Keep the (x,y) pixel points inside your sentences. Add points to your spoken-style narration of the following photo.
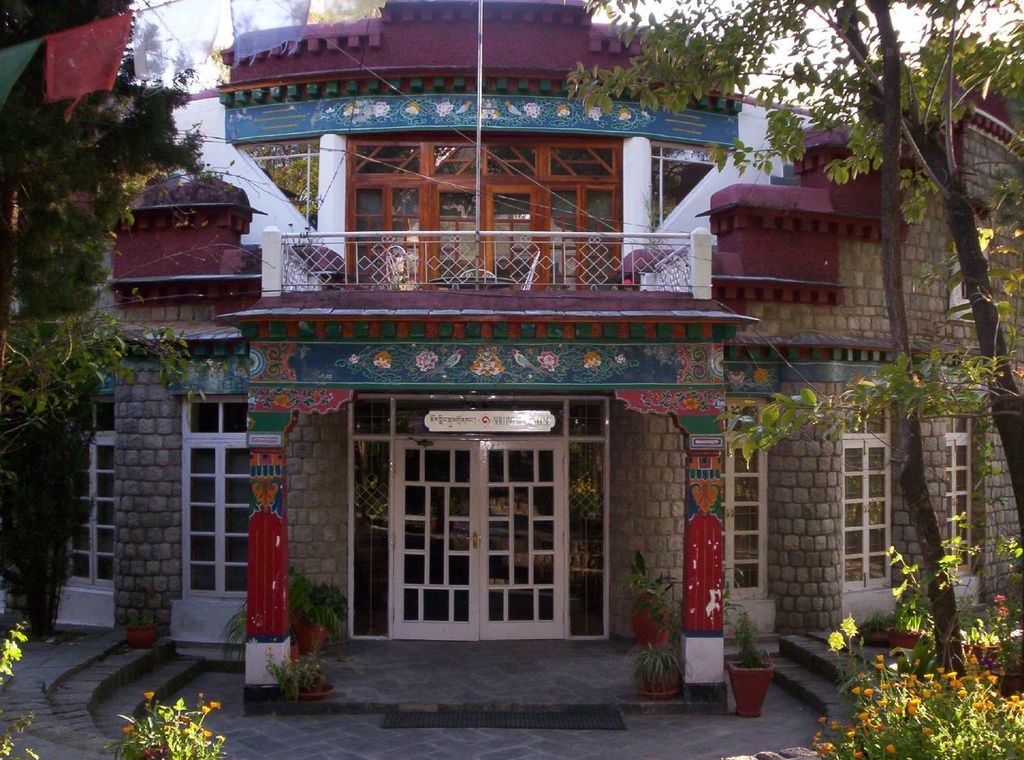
In this picture we can see a building (521,538) with doors (535,547) and windows (574,523), here we can see a name board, house plants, plants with flowers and in the background (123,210) we can see trees (123,186), flags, sky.
